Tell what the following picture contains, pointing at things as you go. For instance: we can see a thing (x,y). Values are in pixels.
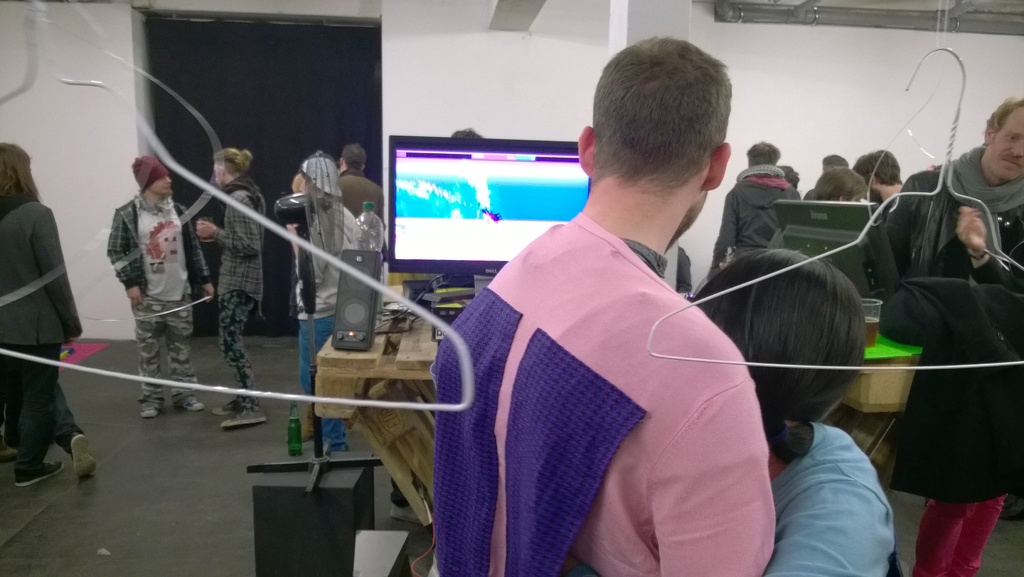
In this picture there is a man (734,427) wearing pink color t-shirt (702,503) standing in the front (726,435) and a woman (846,490) wearing blue color t-shirt (802,524) is holding him in the arms (789,533). Behind there is a computer screen (451,228) and speakers (350,310). In the background (233,268) we can see some persons (256,198) are standing and a big white wall (694,30).
